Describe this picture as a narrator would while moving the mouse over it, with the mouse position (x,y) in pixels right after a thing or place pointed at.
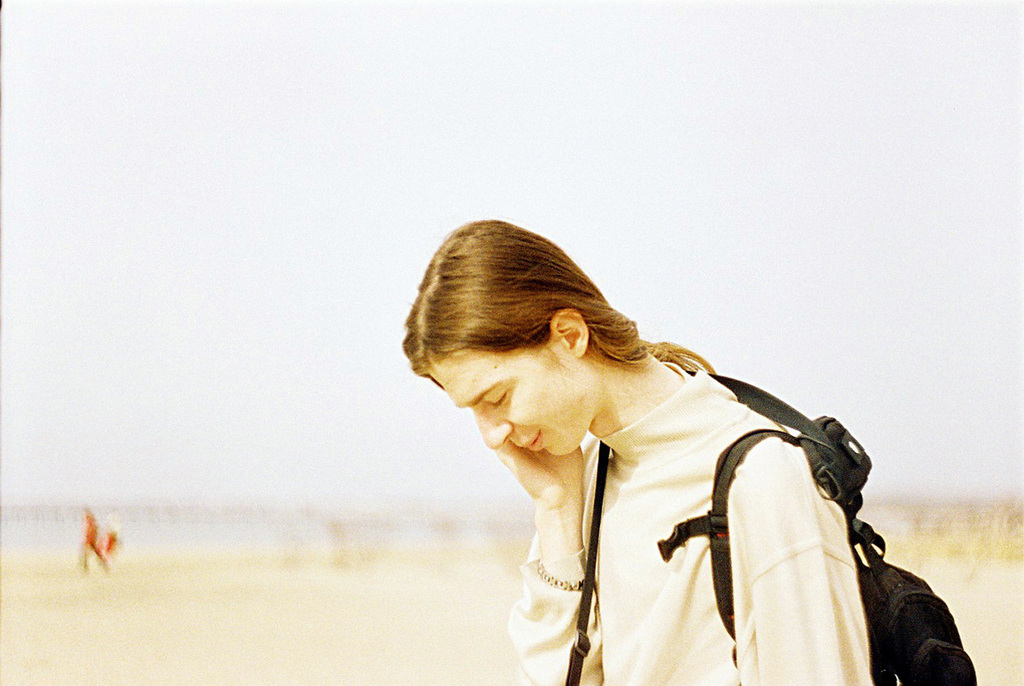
In this image we can see a person (608,568) wearing a bag (867,585). In the background (161,294) it is looking blur.
